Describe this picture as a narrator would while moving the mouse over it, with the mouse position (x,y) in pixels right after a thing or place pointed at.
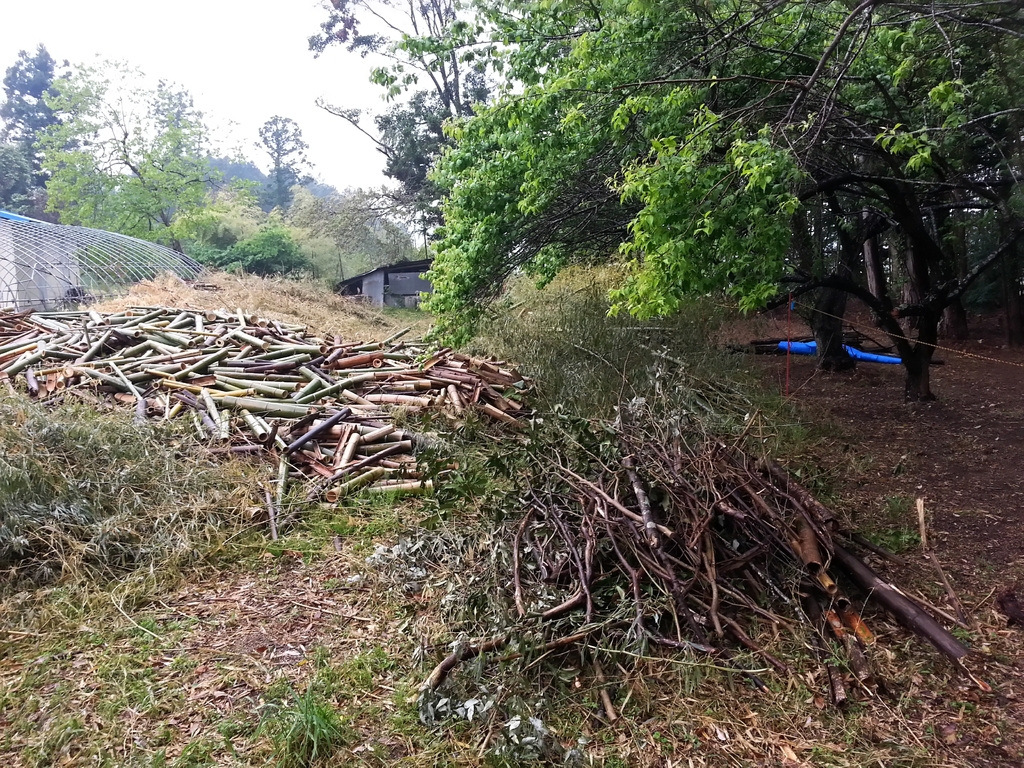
In this image we can see trees (565,182), sticks (701,562), leaves (219,706) and grass (360,600) on the ground (250,516). In the background (83,234) we can see trees (117,205), objects (62,241) and the sky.
